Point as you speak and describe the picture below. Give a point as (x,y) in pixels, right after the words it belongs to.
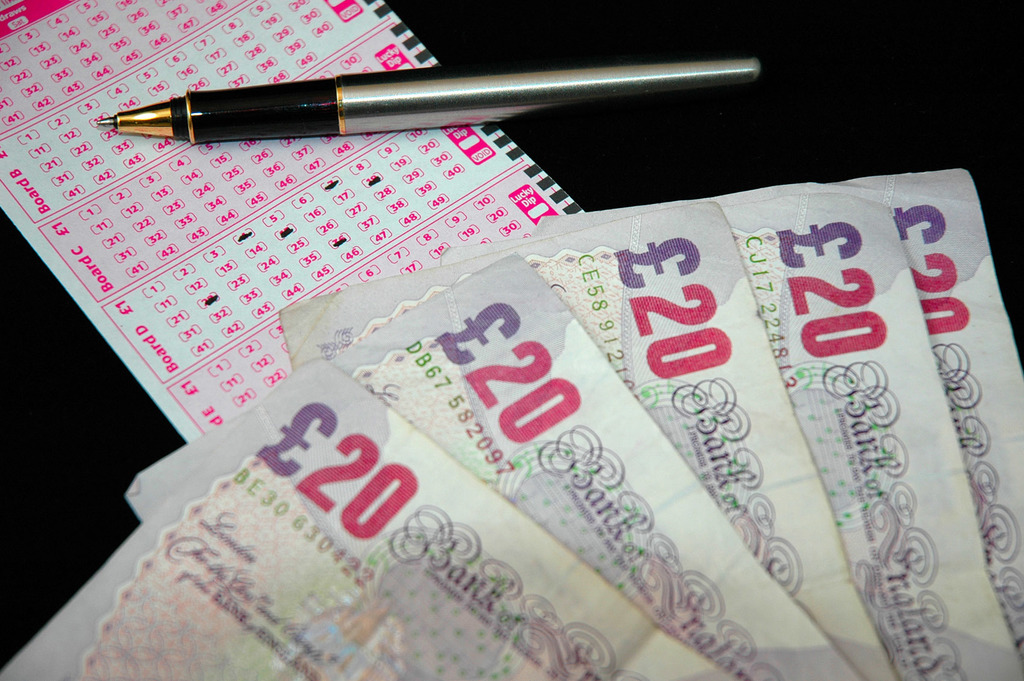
It is a zoom in picture of five notes (661,446), a pen (439,109) and also an omr sheet (301,267) on the black surface (82,462).
